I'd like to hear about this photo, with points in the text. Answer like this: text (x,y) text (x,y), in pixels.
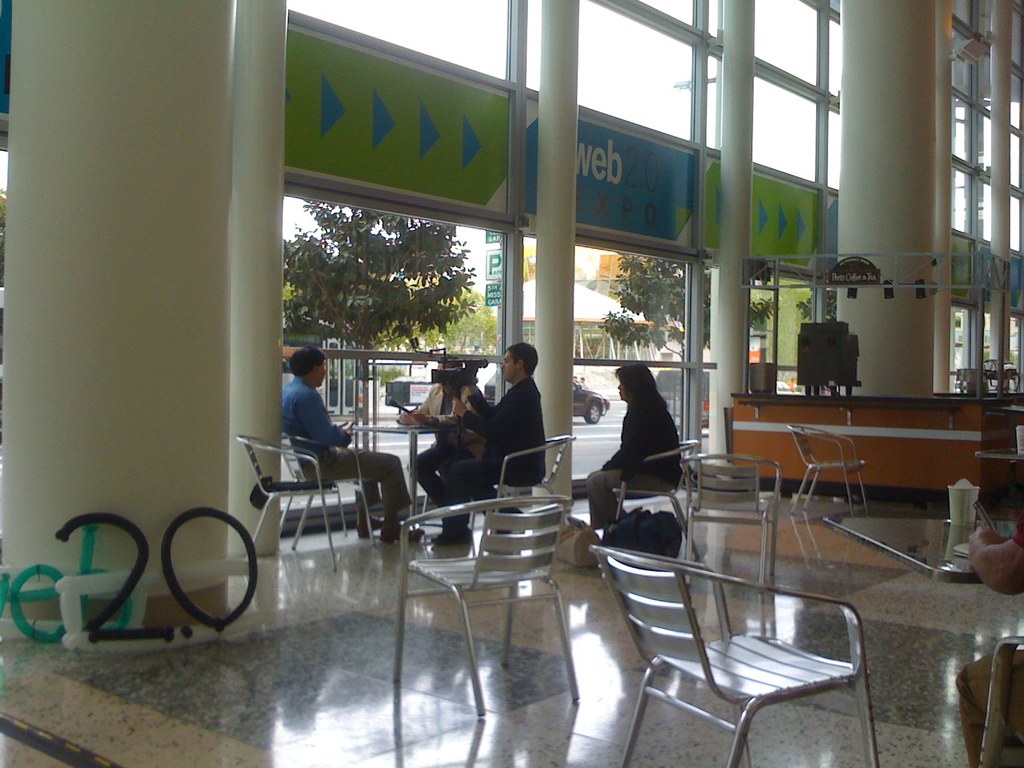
In this image we can see a group of people (482,477) sitting on the chairs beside a table (401,434). In that a person (461,521) is holding a camera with a stand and the other is holding a mic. We can also see some chairs (644,658) and a table (872,547) with some objects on it. On the left side (142,568) we can see some text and numbers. On the backside (659,347) we can see some pillars (559,487), the metal poles (973,339), trees (666,326), vehicles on the road (586,465), a roof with some poles (608,327), the signboards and the sky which looks cloudy.
